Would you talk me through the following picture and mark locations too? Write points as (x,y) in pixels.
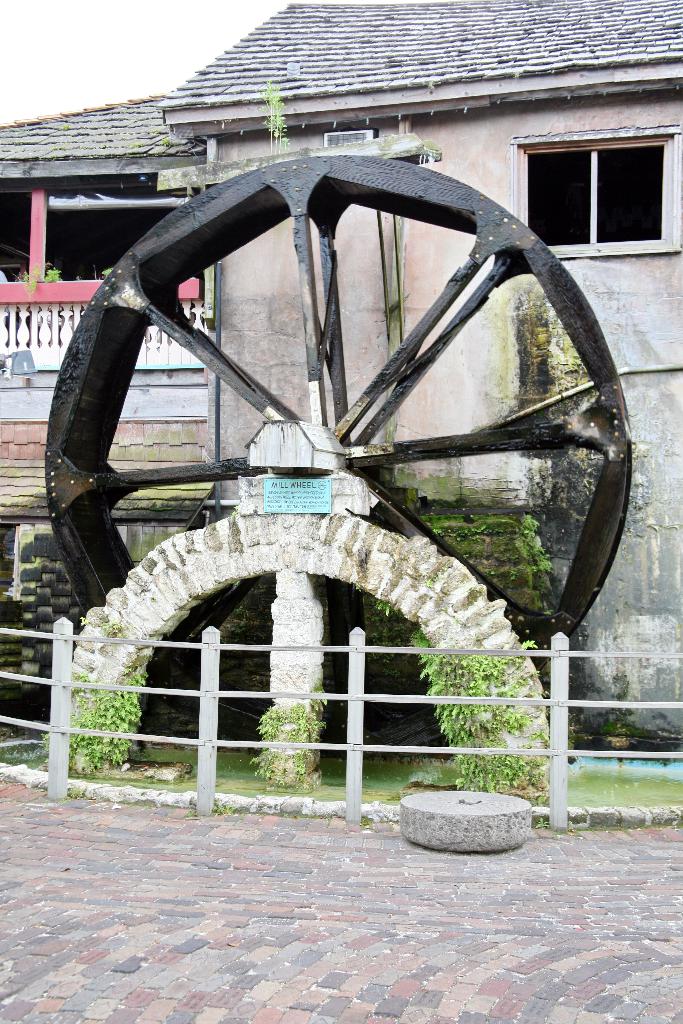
In this image we can see the depiction of a wheel (323,233). Behind the wheel (236,185) we can see the house (261,156). At the bottom (388,879) we can see the fence (479,699), plants (478,676) and also the path (349,959).
